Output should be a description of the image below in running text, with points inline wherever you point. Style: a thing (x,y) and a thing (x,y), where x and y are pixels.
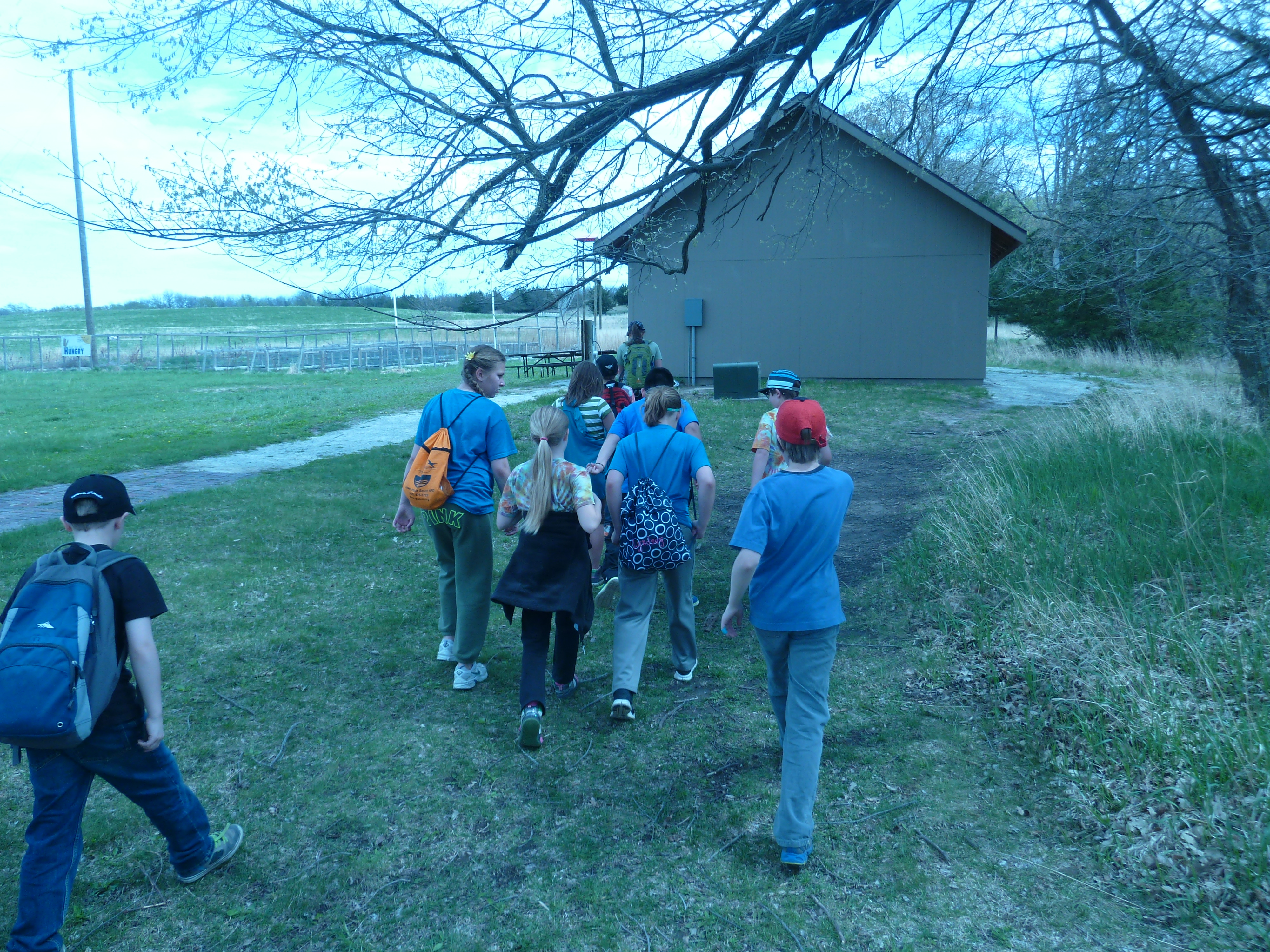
This image consists of many persons (636,604) walking. They are wearing backpacks (15,731). At the bottom (518,805), there is green grass (179,717). On the right (1183,99), there are trees (1259,225). On the left (41,353), we can see a fencing (104,333) along with a pole (74,156). At the top (69,165), there is sky (65,176).
